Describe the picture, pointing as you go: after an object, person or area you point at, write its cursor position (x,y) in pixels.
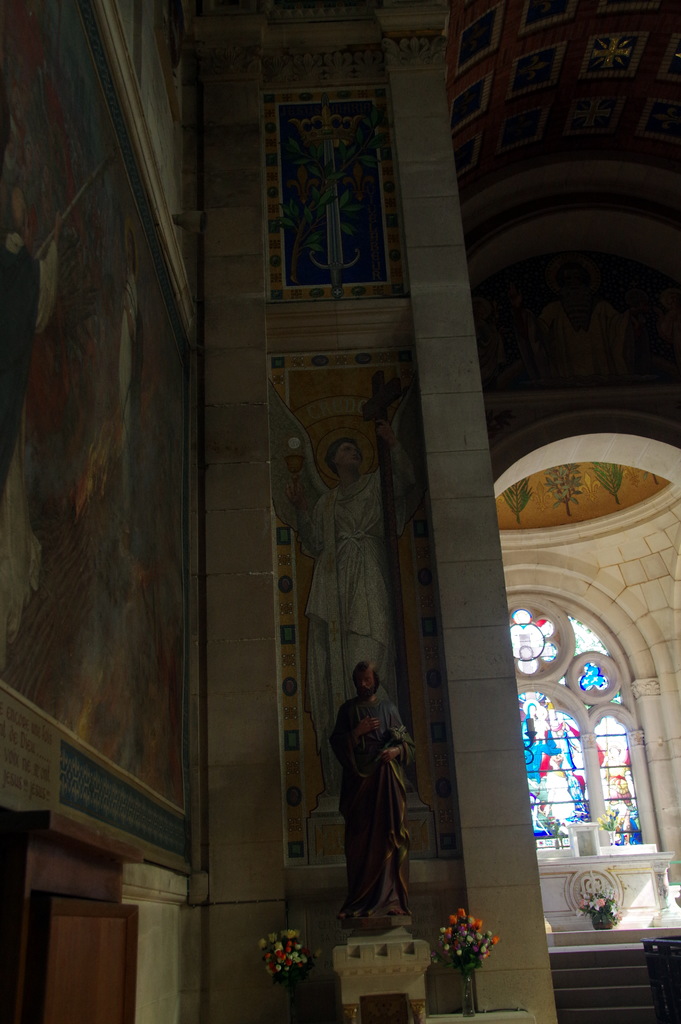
In this image there is a sculpture (390,909), on either side of the sculpture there are flower vases (458,955), in the background (248,549) there is a pillar (498,848) for that pillar (530,980) there are photo frames (332,366), in the background (670,455) there is an arch (680,564) for that arch (532,594) there is a glass window (546,834), on the left side (57,598) there is a wall (177,895).
